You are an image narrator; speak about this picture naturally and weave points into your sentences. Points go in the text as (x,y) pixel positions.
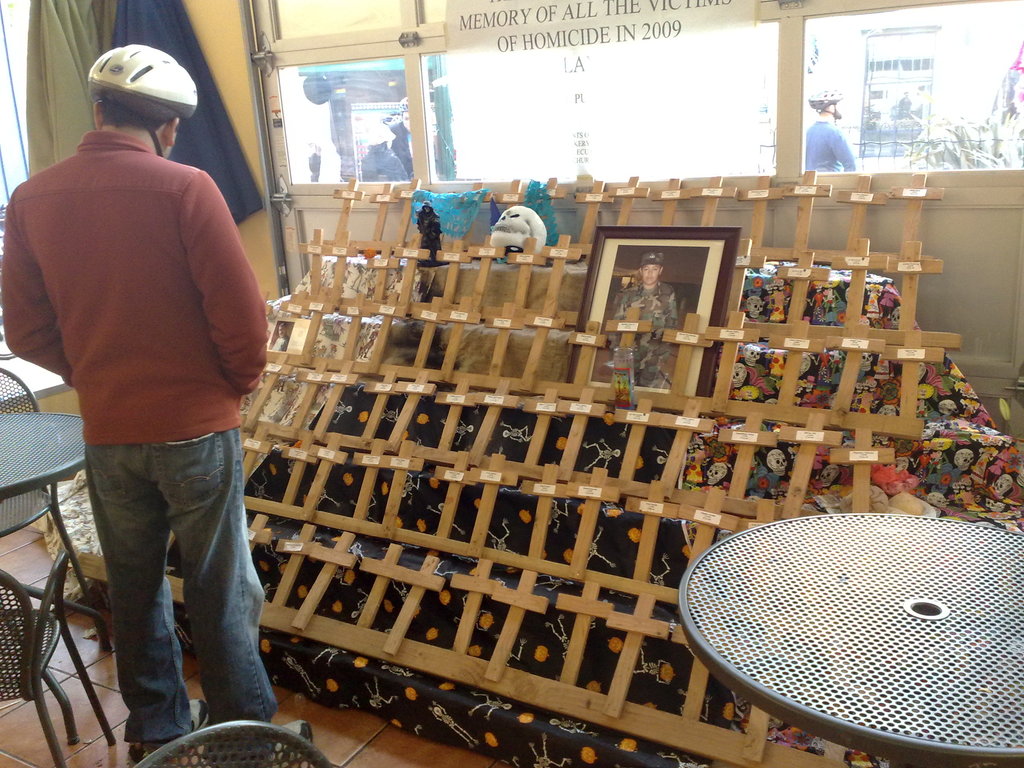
In this image i can see a chairs (306,761), tables (30,471), people (15,259), wooden sticks (687,409), photo frame (659,362), stairs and some other objects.
